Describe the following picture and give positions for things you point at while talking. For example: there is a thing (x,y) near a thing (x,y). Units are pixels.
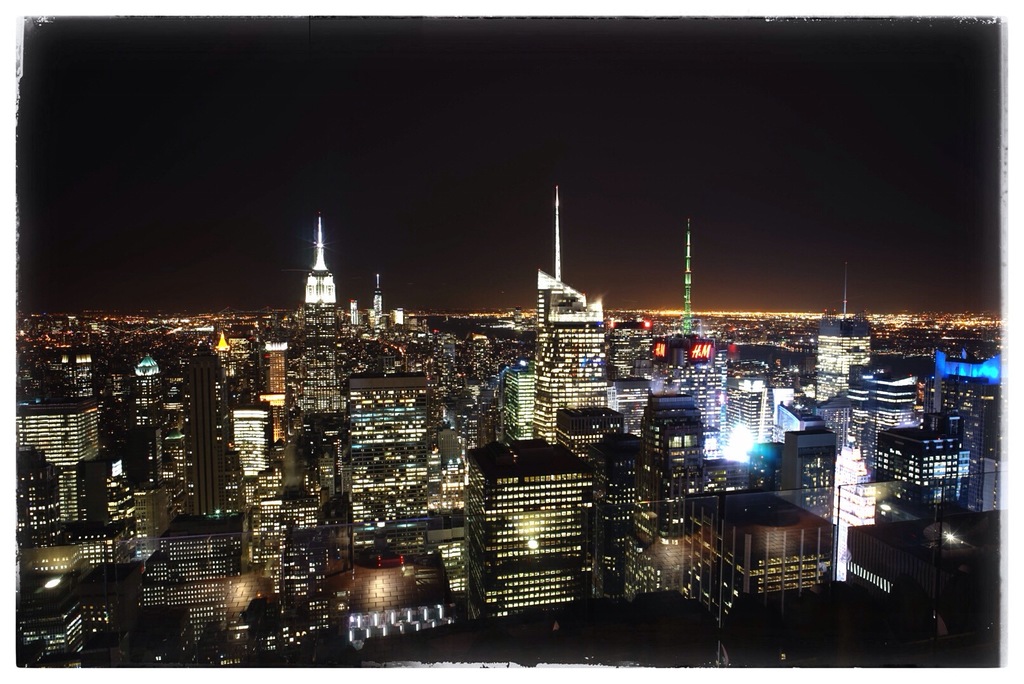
In this picture we can see buildings (219,558), lights (745,434), towers (565,390) and in the background (469,201) see the sky (469,201).
